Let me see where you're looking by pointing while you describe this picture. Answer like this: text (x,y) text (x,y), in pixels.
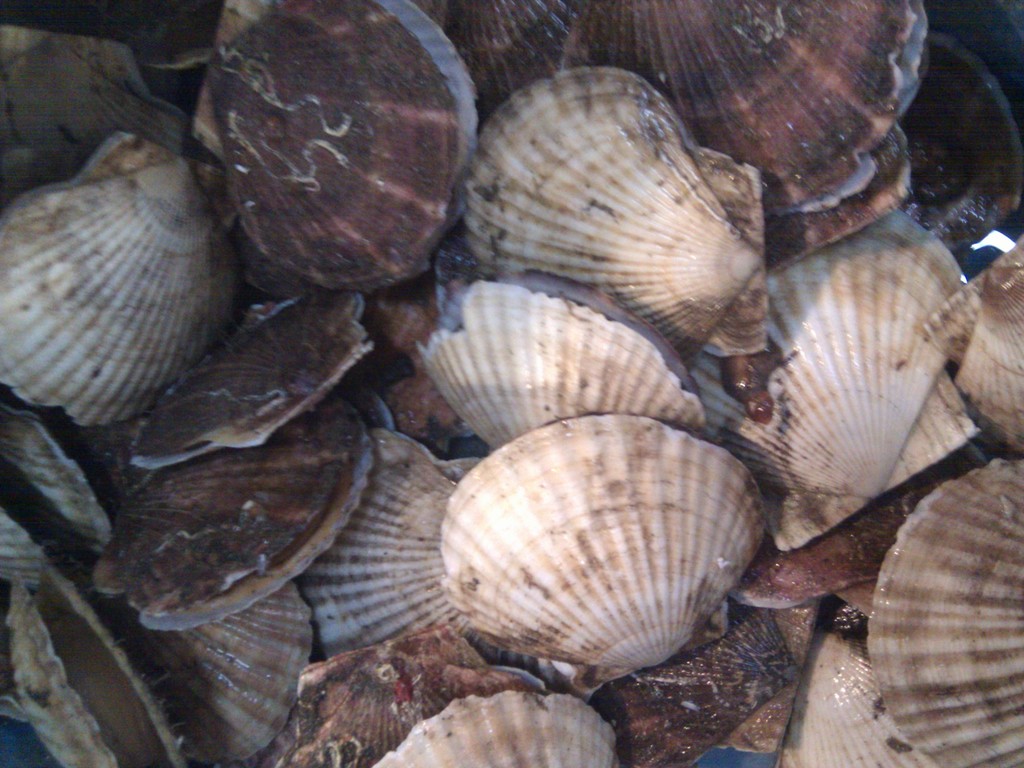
In this image we can see many shells (589,344).
